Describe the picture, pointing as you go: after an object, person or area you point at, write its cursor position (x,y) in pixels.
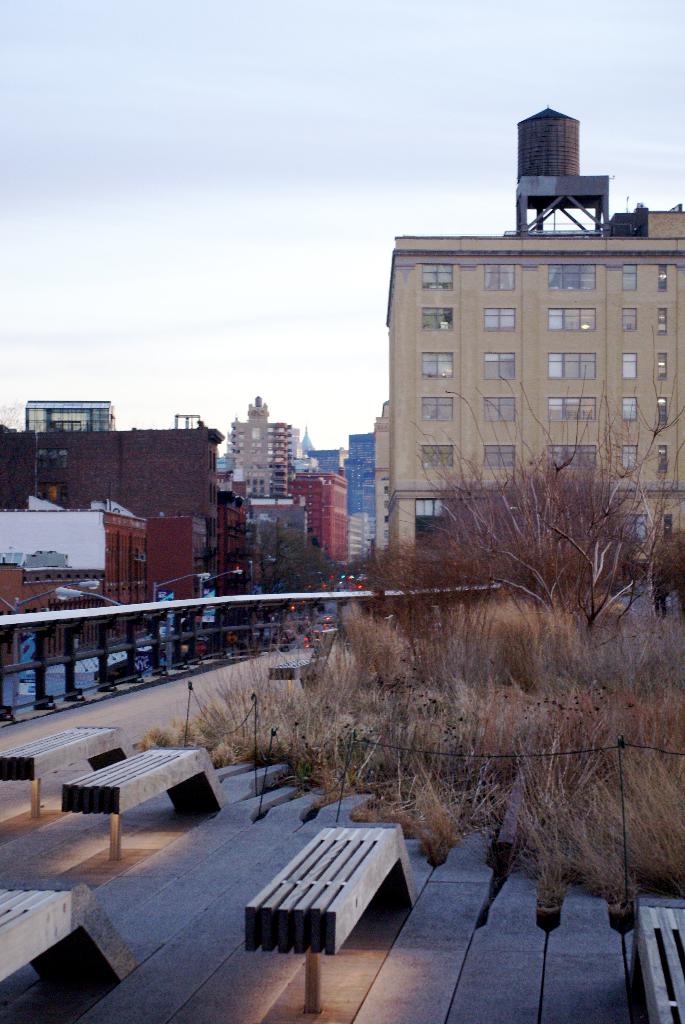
In the foreground of this image (86,748), there are few benches (106,790), poles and the trees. In the background (571,332), there are buildings (241,508), vehicles (330,615) moving on the road (334,606), flyover (223,622), the sky (181,124) and the cloud (234,298).
